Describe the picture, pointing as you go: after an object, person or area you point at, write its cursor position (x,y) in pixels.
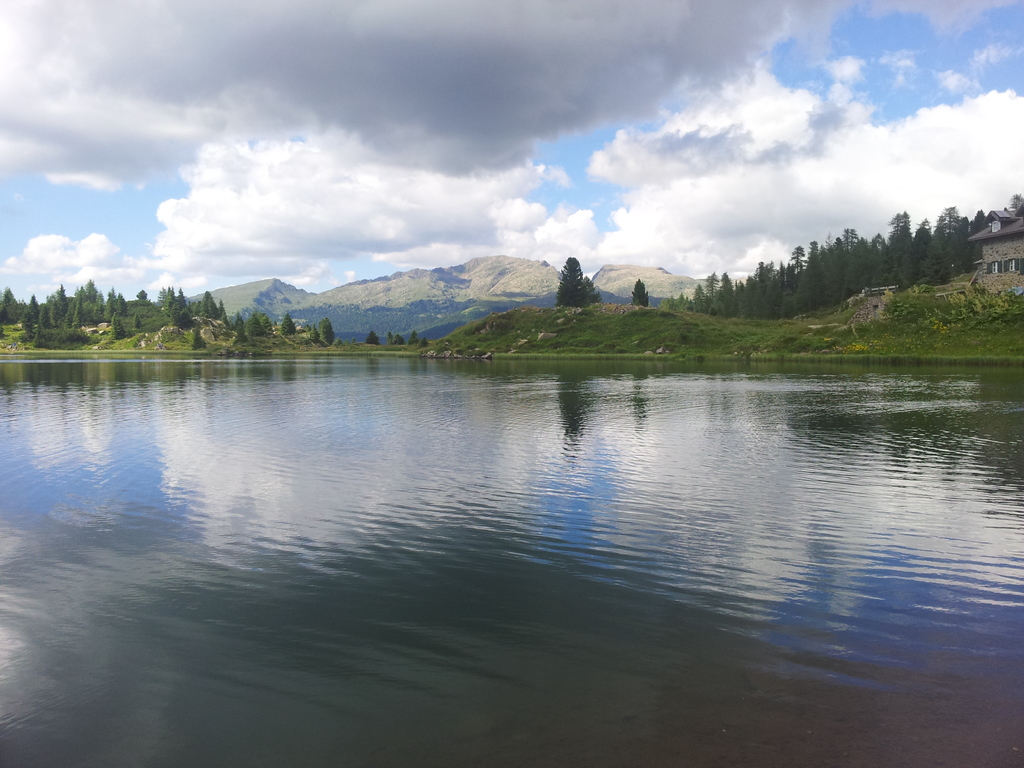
In the picture we can see a water (405,539) and far away from it, we can see some grass surface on the hills (227,345) with some rocks (196,320), trees (857,263) and some hills (423,291) and behind it we can see a sky (466,199) with clouds (476,83).
